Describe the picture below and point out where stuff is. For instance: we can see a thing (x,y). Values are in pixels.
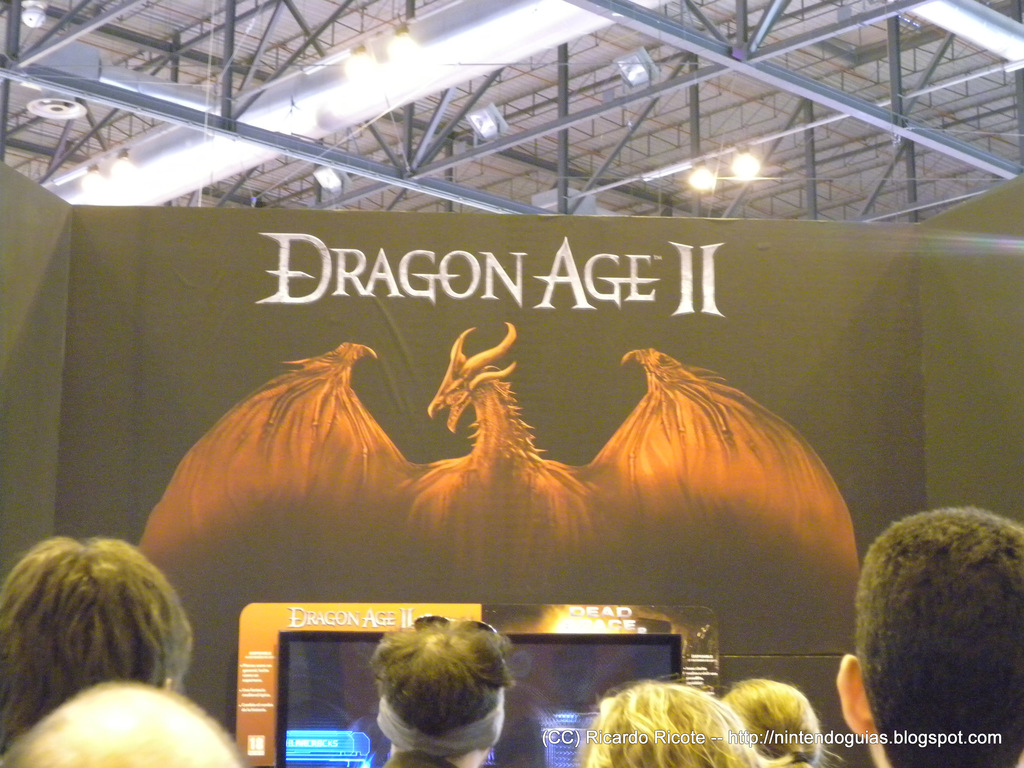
In this picture we can see a group of people (65,616), screen (314,698), poster (519,570) and in the background (643,135) we can see rods (640,115), lights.
